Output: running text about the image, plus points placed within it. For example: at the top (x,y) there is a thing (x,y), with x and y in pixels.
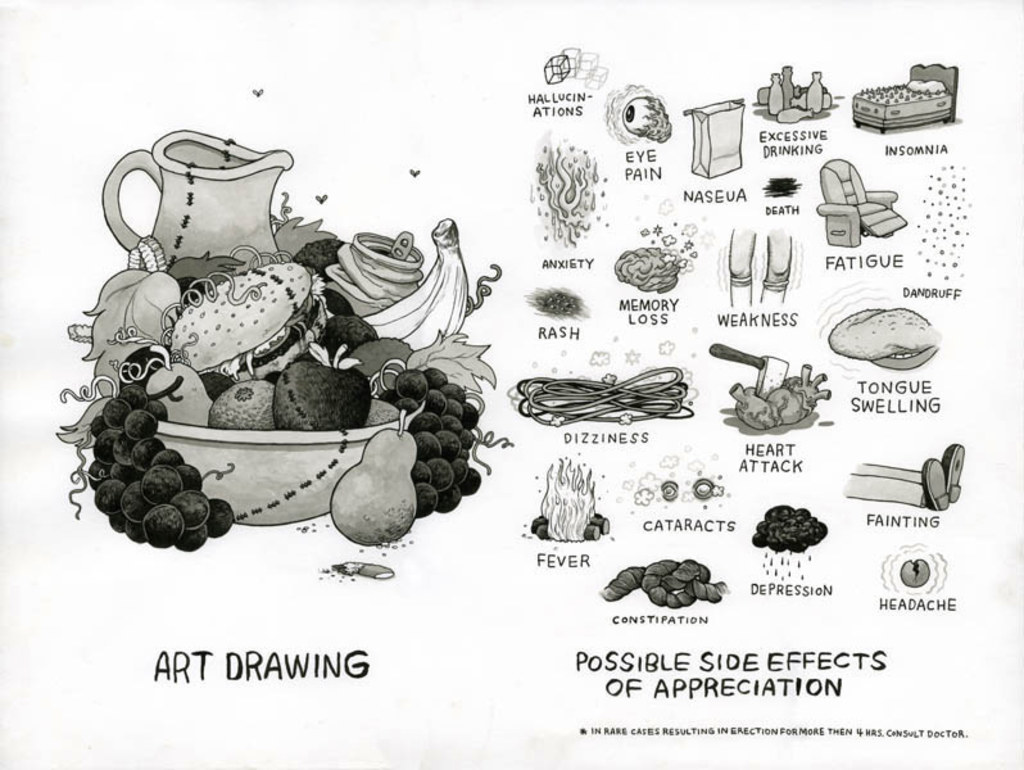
In the picture I can see cartoon image of fruits (449,491), a chair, a bed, bottles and some other objects (592,508). This picture is black and white in color.
